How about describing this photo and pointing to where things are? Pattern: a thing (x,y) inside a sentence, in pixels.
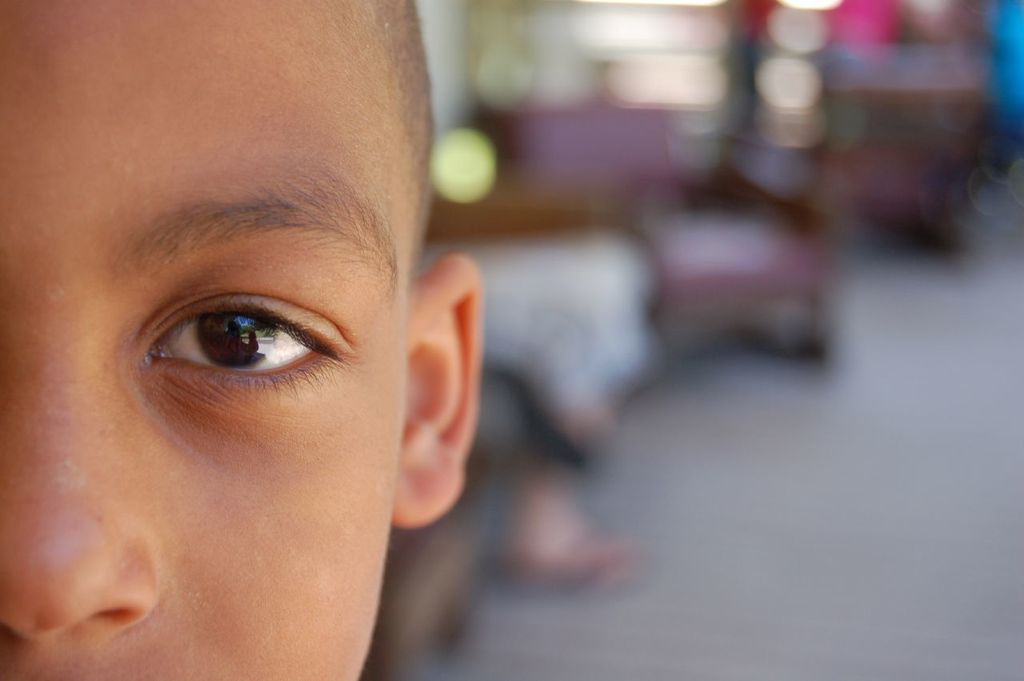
In this image we can see the face (142,362) of a kid (221,342), and the background (565,468) is blurred.
